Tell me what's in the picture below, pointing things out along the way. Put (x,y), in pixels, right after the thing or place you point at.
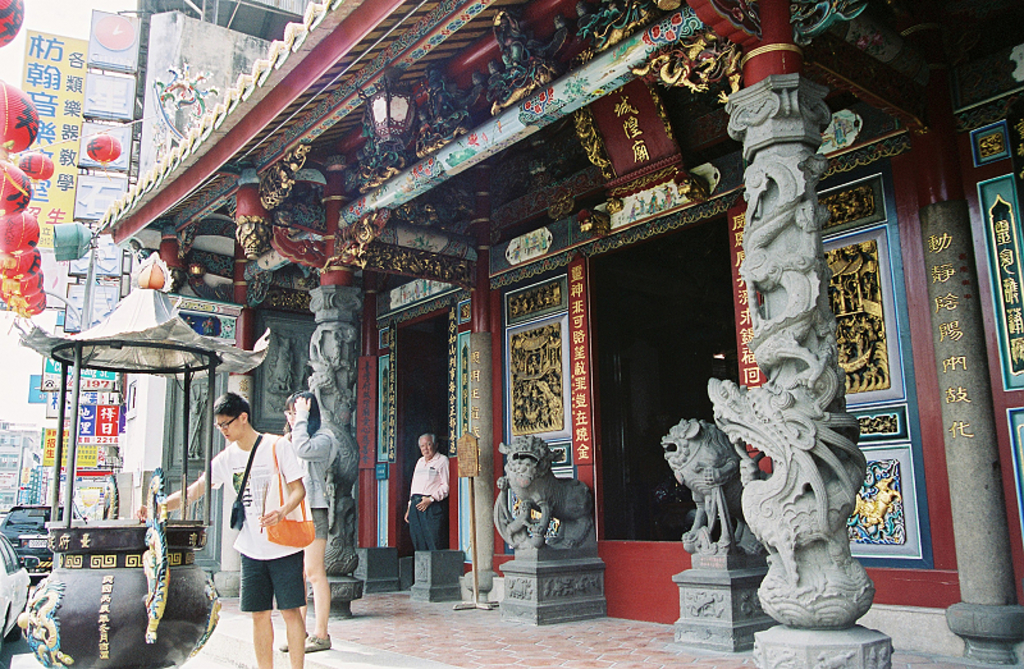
In this image there is a temple (409,188) with sculptures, two persons (228,415) are standing near the pot (192,549), another person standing near the door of a temple (300,238), and in the background (63,317) there are name boards (33,69), buildings (7,497), vehicles (23,506), paper lanterns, sky (14,356).
